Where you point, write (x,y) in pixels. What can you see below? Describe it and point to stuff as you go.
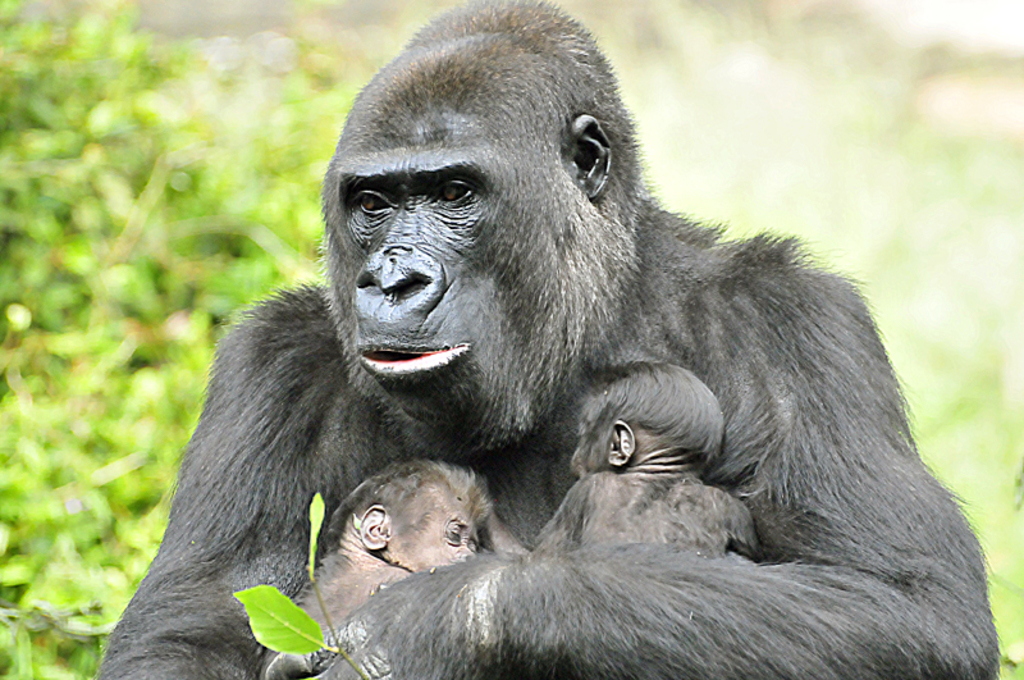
This picture contains a gorilla (368,379) and it is holding its babies (394,488) with its hands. There are trees (234,181) in the background (796,154) and it is blurred. This picture might be clicked in a zoo (650,179).
